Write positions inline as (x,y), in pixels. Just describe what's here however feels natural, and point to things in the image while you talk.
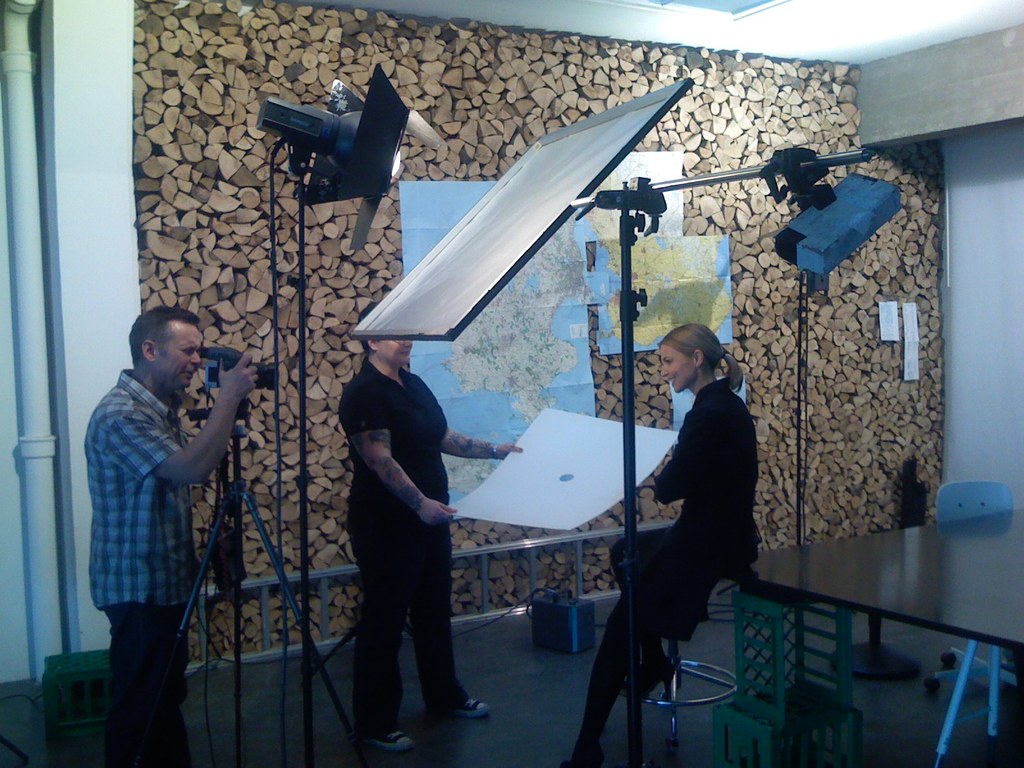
The woman (378,394) in the middle of the picture (395,440) wearing a black t-shirt (383,376) is holding a white sheet (505,484) in her hand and in front of her, woman (707,428) in the black dress (661,532) is smiling. Behind her, we see a table (903,666) and a blue chair (951,509). On the left corner of the picture (153,642), man (117,478) in check shirt (139,535) is holding the camera (235,368) in his hand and he is clicking photos on the camera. In front of him, we see light (362,185) and a white board (526,241). Behind them, we see a wall (226,72) on which charts (479,364) are placed. This picture is clicked inside the room (972,409).
